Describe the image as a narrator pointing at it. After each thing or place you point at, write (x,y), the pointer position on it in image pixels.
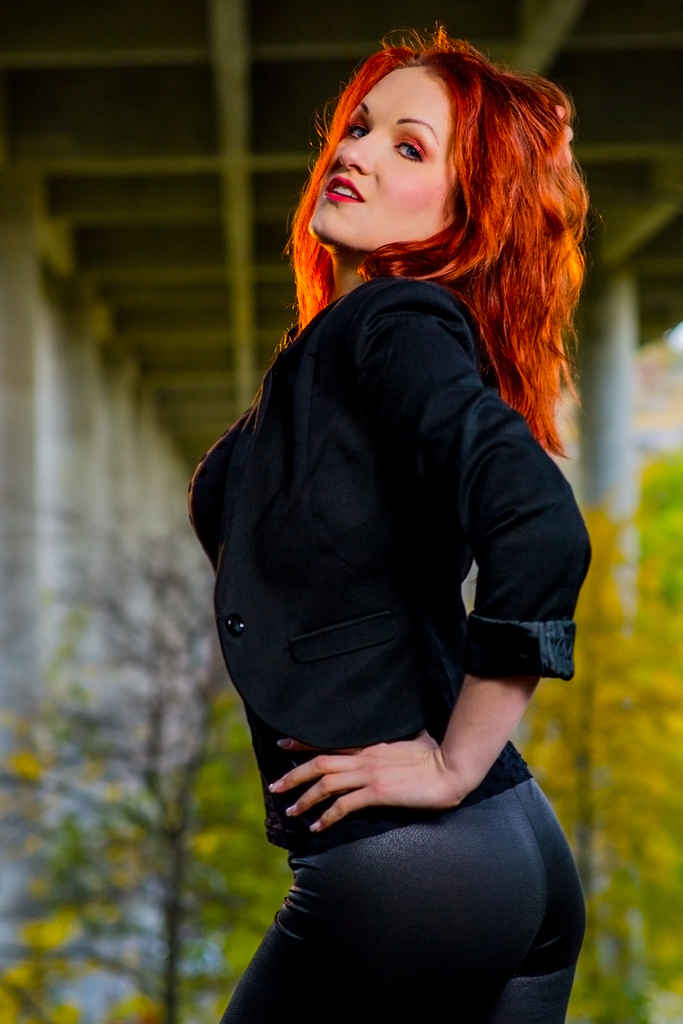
In this picture there is a woman (506,565) who is wearing black shirt (295,669) and trouser (372,947). In the back (242,847) I can see the shed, pillars (8,681), trees (205,815) and plants (235,851).
